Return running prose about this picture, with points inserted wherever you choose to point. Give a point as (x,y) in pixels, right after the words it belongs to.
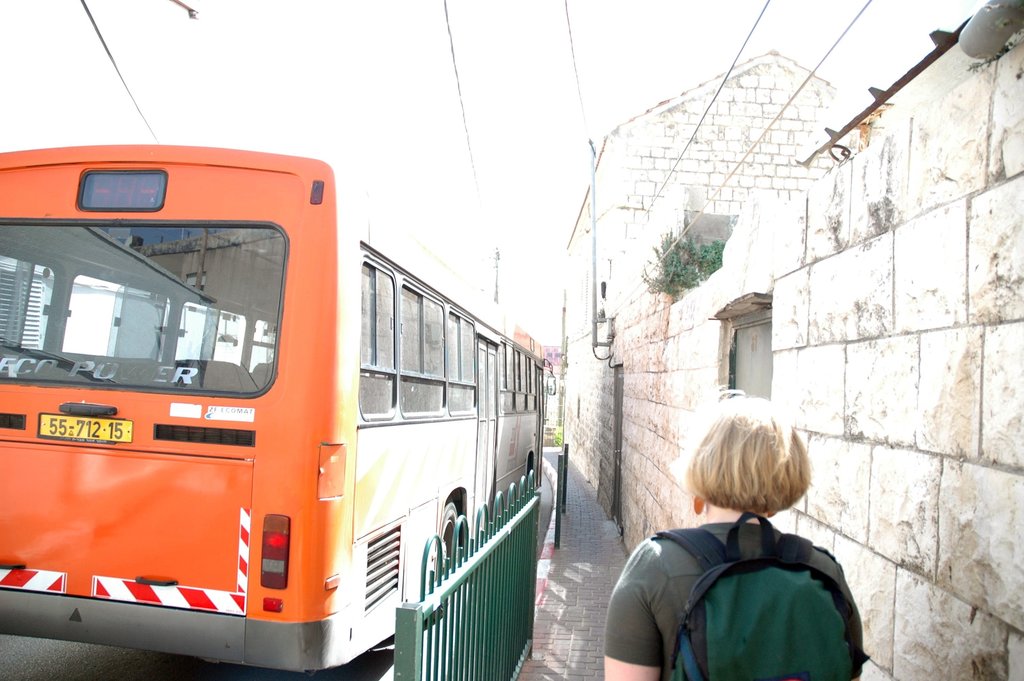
In this picture I can observe a person (685,598) walking on the footpath (594,599). I can observe a railing (532,598) which is in green color in the bottom of the picture (495,585). In the middle of the picture (454,327) there is an orange color bus (298,362) on the road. In the background (214,92) I can observe sky (310,102).
